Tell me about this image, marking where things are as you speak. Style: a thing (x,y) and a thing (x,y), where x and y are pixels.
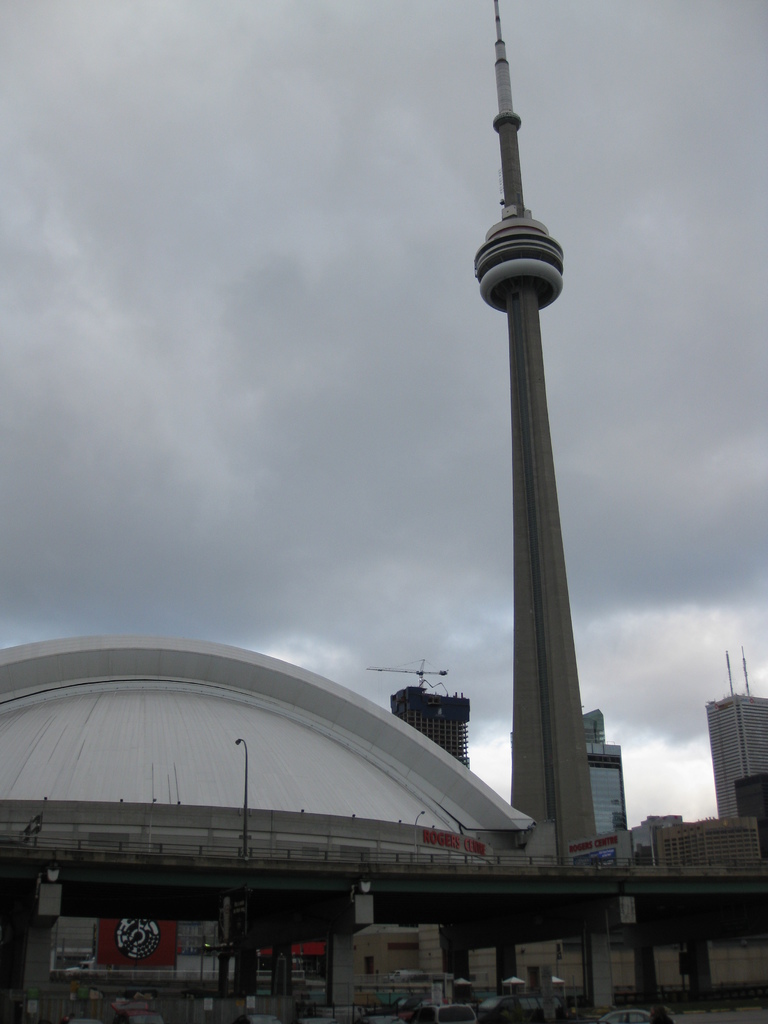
In this image we can see tower (530,789) and some shops (204,923) and in the background of the image (458,750) there are some buildings (300,674) and cloudy sky (259,419).
